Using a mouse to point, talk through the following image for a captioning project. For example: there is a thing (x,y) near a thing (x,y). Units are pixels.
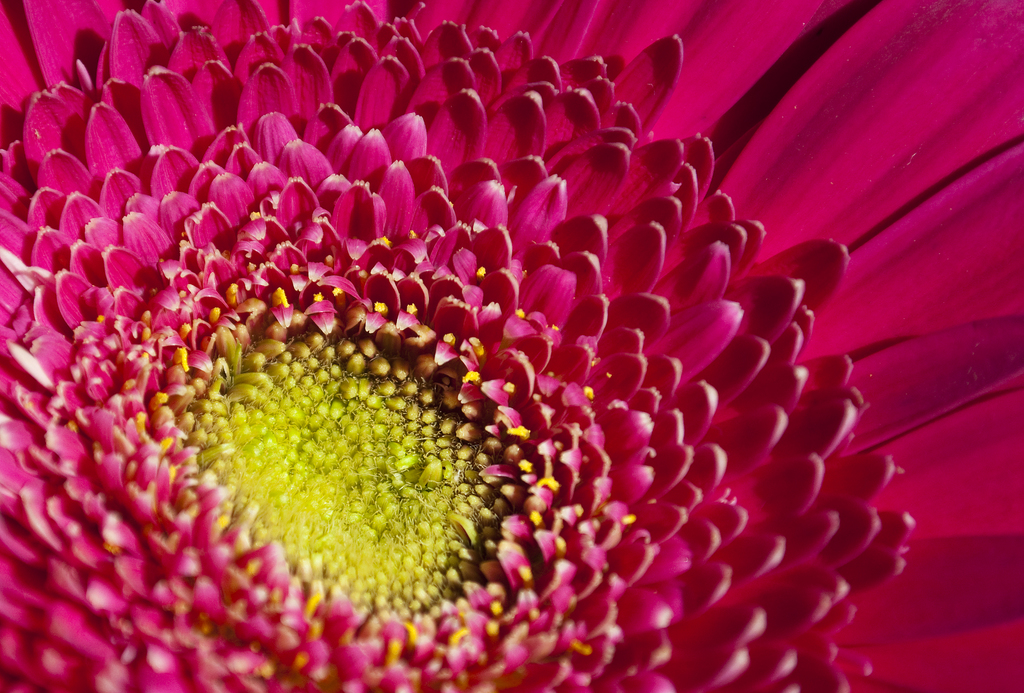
In this image there is a flower (148,534).
